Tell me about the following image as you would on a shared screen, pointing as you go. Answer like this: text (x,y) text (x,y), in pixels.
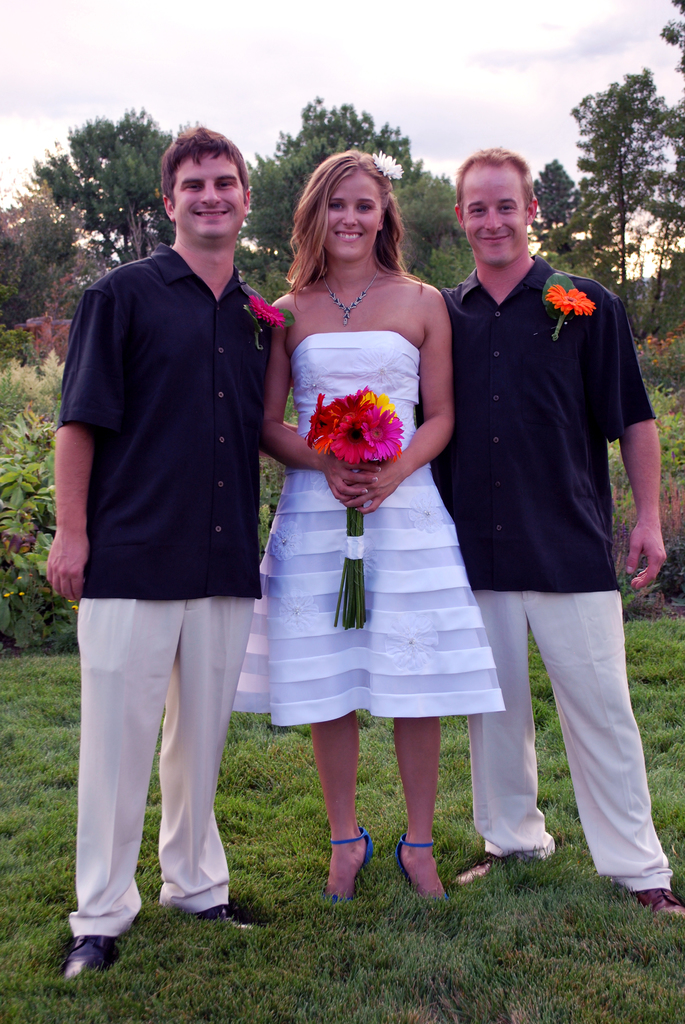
In this image in the middle (399,497) there is a woman (425,614), she wears a dress (390,587), she is holding flowers (382,434). On the right (595,440) there is a man (539,369), he wears a shirt (552,466), trouser (580,761), shoes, he is smiling. On the left (160,523) there is a man (130,517), he wears a shirt (175,521), trouser (192,709), shoes (253,912), he is smiling. At the bottom (482,910) there is grass (459,913). In the background (27,462) there are plants (67,315), trees (622,161), sky (217,80) and clouds (232,63).
